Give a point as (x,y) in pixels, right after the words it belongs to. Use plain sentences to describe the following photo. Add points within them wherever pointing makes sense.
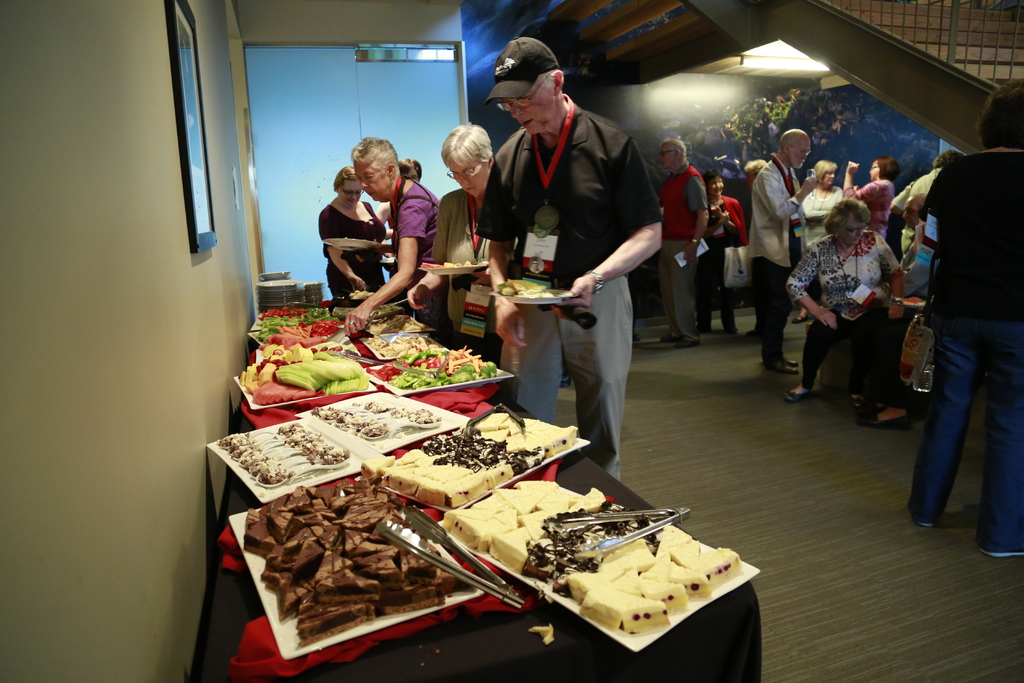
In the center of the image (515,312) we can see some people (609,222) are standing and holding the plates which contains food items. On the right side of the image (1009,300) we can see some people (1011,267) are standing and some of them are sitting and some of them are carrying bags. On the left side of the image (191,185) we can see a board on the wall (161,266) and the table (513,656) is covered with cloth (422,636). On the table (500,655) we can see the plates (293,288), clothes (358,340) and food items (285,308). In the background of the image (222,26) we can see the wall (129,20), lights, glass door (358,74). At the bottom of the image (906,536) we can see the floor (821,542). In the top right corner (1021,5) we can see the mesh (879,20).
